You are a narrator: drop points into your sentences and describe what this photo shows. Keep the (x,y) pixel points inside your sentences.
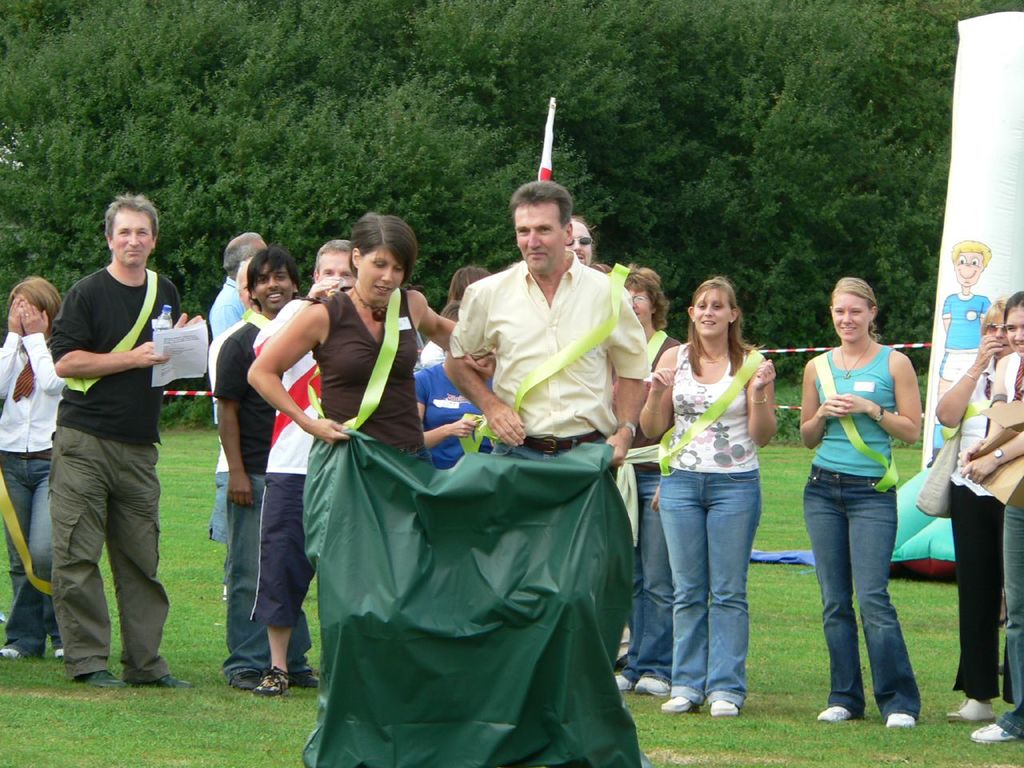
In this picture I can see few people (606,363) standing and I can see a man (575,380) and a woman (404,397) holding a cover (510,522) in their hands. I can see a man (149,368) holding a paper (174,334) and a bottle (169,318) in his hand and I can see few trees (539,99) in the background (908,297).
